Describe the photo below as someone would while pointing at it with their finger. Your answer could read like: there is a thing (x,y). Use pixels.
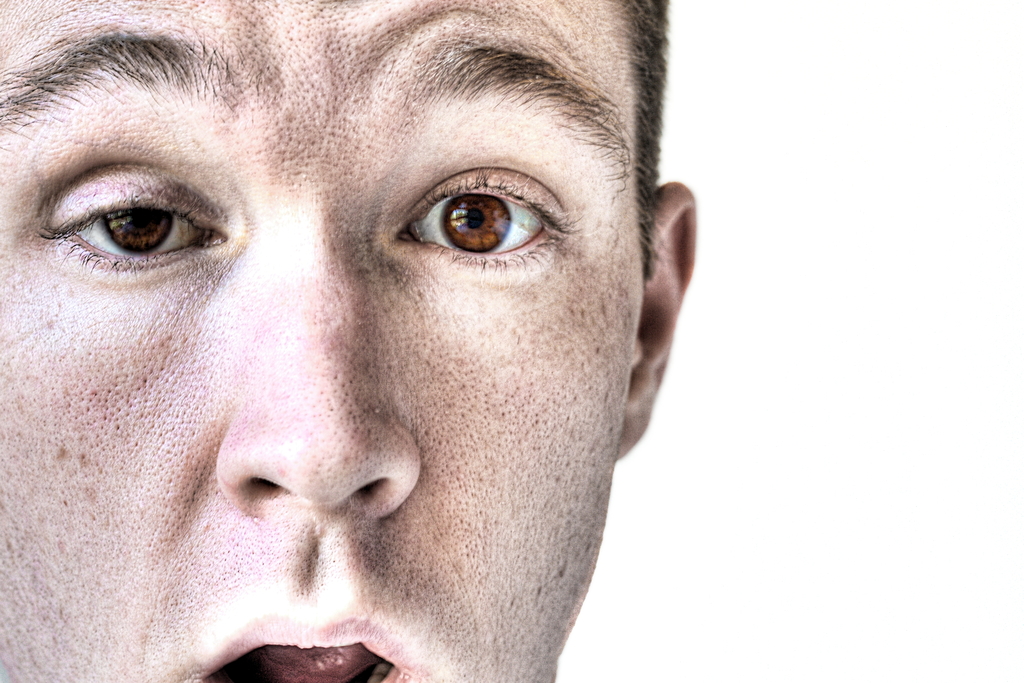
In this image I can see a person's face (287,370). The background (776,14) is white in color. This image is taken may be in a room (730,478).
